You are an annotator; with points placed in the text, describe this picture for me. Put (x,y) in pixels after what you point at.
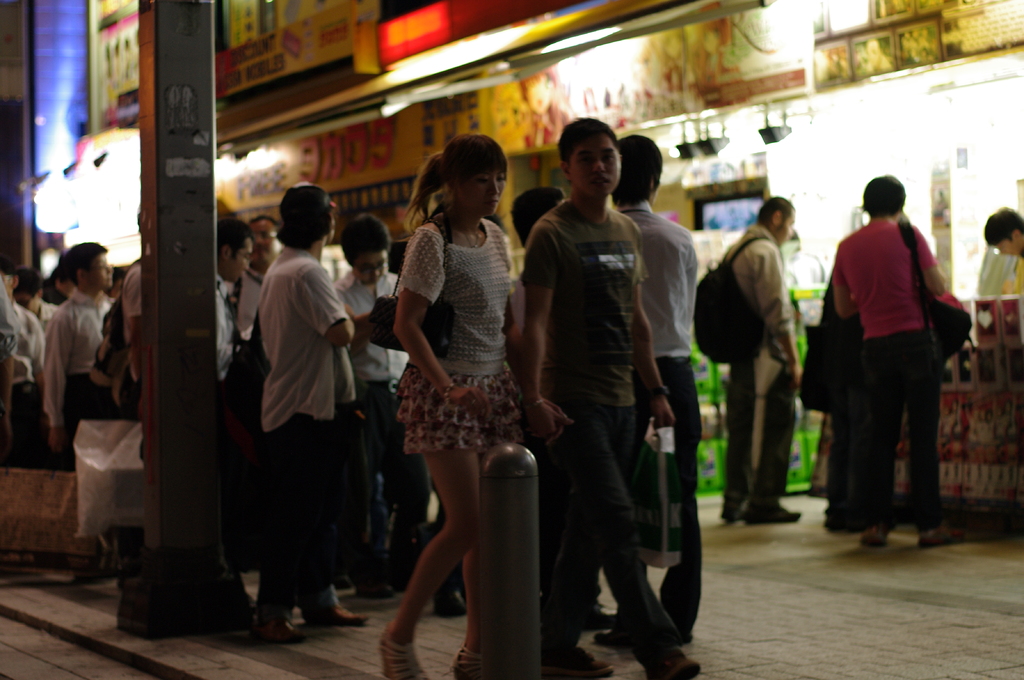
In this image, I can see two people (482,354) walking and group of people (26,352) standing on the pathway (816,595). This is a pole (169,398). In the background (304,138), I can see shops (368,139) with name boards (271,64) and lights (880,78).
